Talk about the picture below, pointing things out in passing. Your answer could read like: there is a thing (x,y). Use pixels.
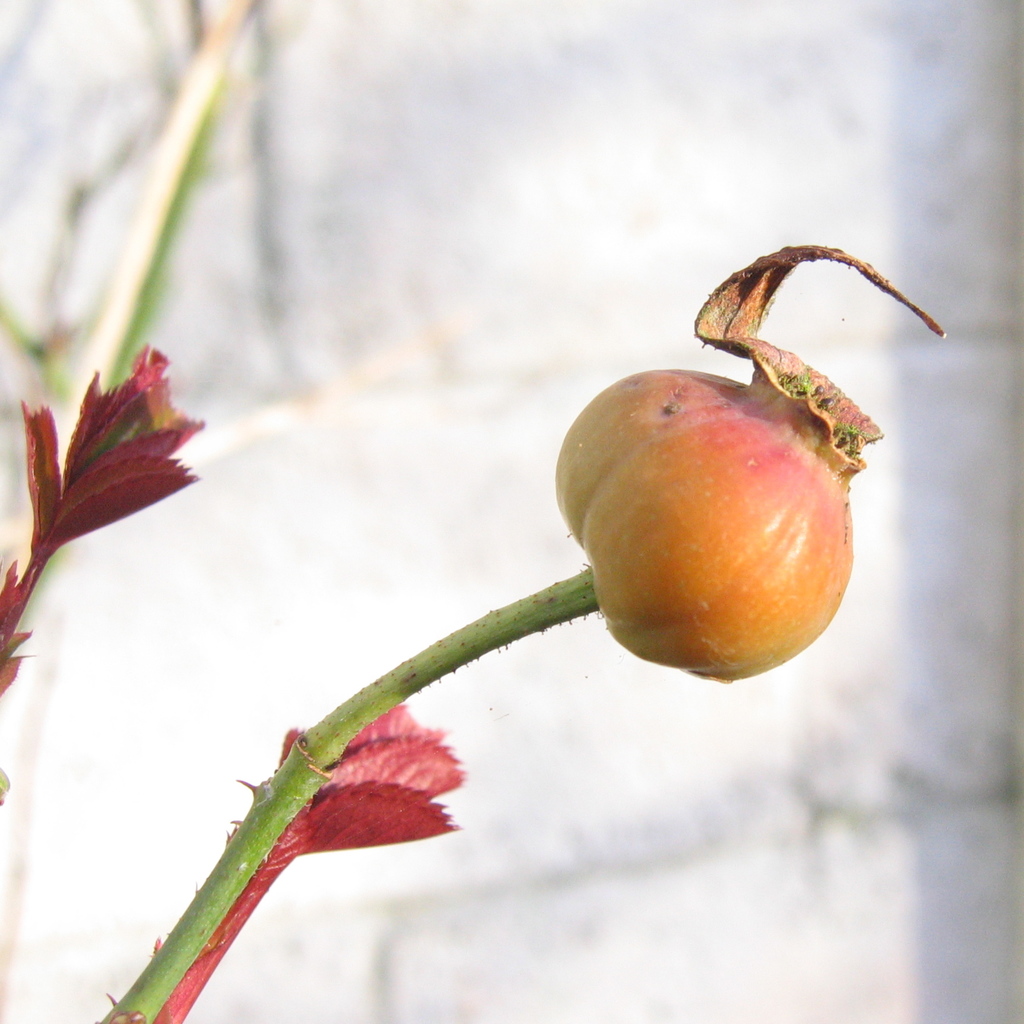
In the foreground of this image (676,509), there is a rose hip (675,553) to the stem (279,799) and in the background (107,492), we can see few red colored leafs (379,780) and the wall (536,86).
